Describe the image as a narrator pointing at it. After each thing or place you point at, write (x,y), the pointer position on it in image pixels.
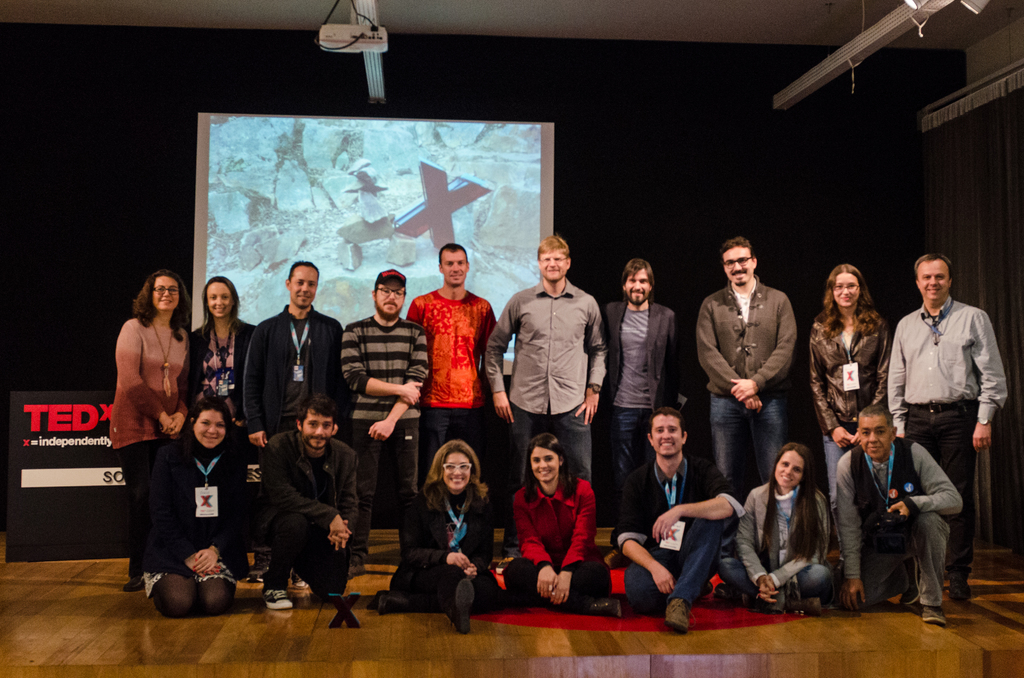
In this image we can see a few people (598,333), among them some are standing and some are sitting, behind them, we can see a projector (343,170), at the top of the roof (868,20), we can see some poles (370,17) and lights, in the background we can see the wall (389,70), on the right side of the image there is a curtain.
